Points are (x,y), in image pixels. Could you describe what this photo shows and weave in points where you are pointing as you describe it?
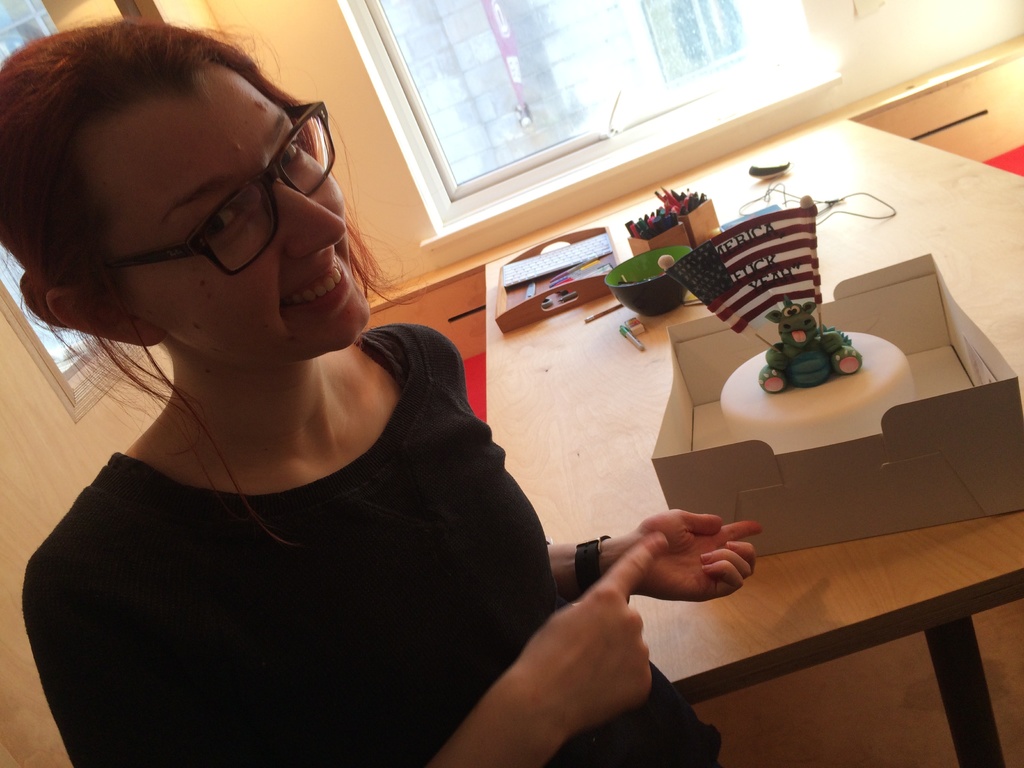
In this image I can see a woman (249,378) is smiling and wearing a black dress (416,582). I can also see there is a table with a cake (832,391) and other objects (702,197) on it. I can also see there is a window (558,74).
